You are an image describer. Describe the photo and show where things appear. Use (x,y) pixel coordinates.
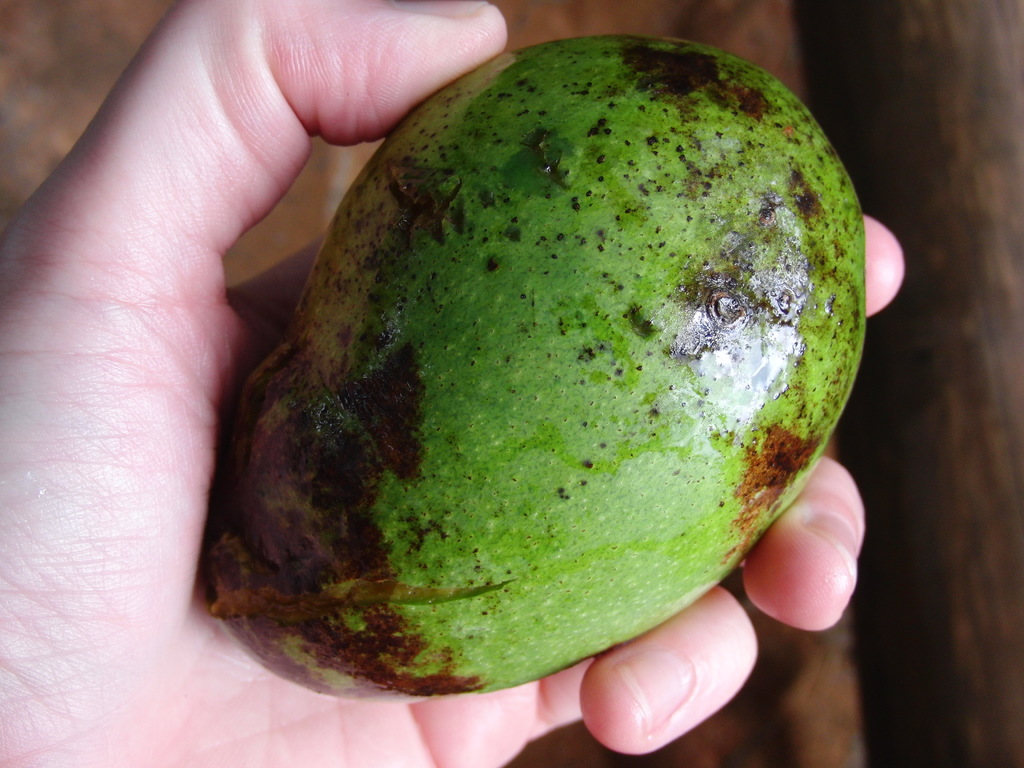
In this image I see a person's hand (169,48) holding a fruit (212,609).
